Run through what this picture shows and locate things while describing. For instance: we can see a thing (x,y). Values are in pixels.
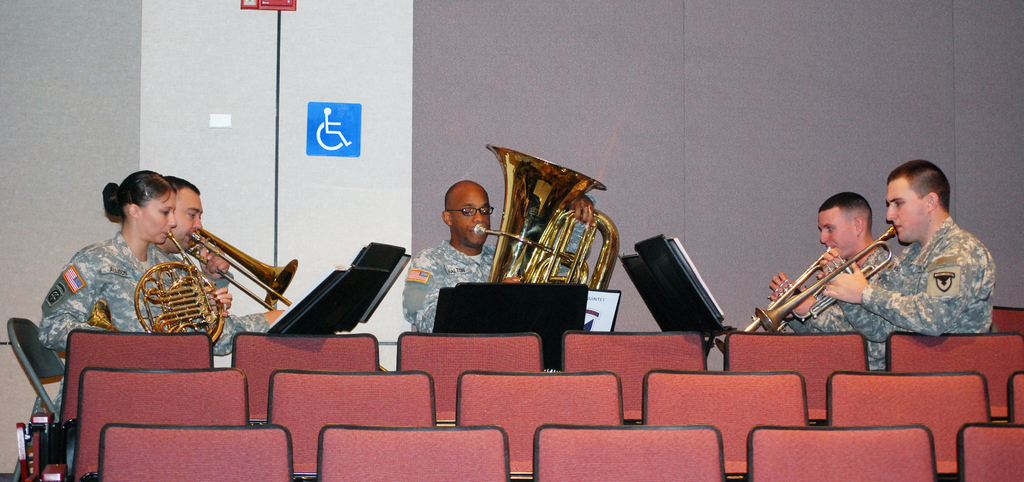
In the image we can see there are people (935,303) sitting, they are wearing army clothes (467,274) and they are holding musical instruments (285,277). Here we can see chairs (605,401), instruction poster (346,123) and the wall (588,46).
